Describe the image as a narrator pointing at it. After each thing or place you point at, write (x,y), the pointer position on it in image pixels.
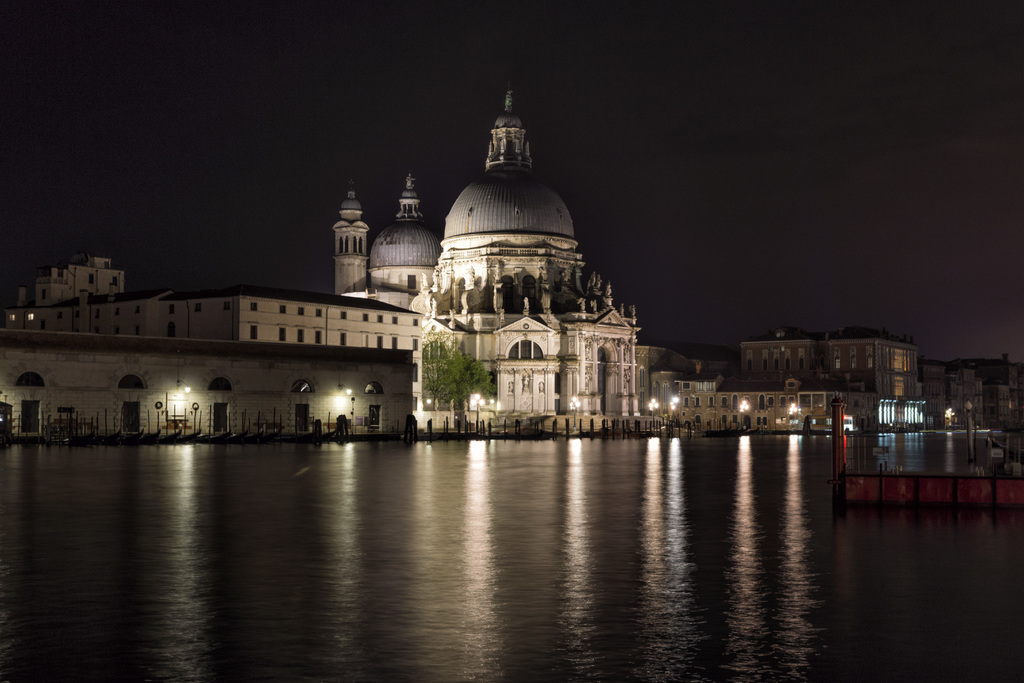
In this image we can see few buildings (552,341), a tree (469,381) near the building (502,382), few lights (745,407), rods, water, an object (857,491) looks like bridge (901,480) on the right side (921,486) and the sky (484,113) in the background (797,226).
